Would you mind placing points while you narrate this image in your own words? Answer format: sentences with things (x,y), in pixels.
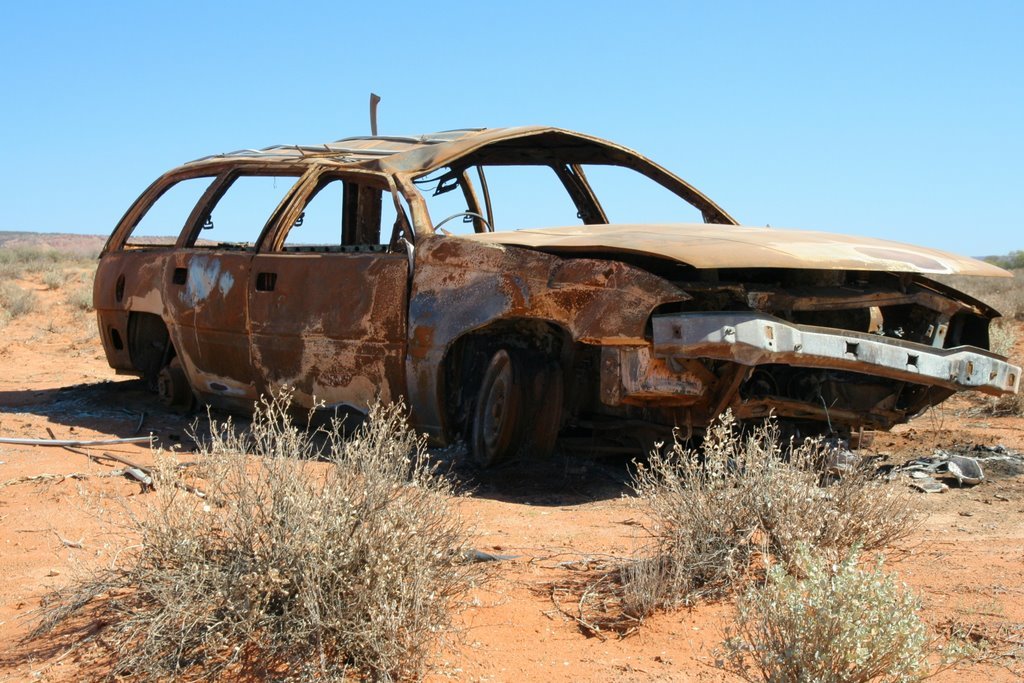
In the image there is a scrapped car (672,273) on a land (542,515) and around that land (552,544) there are some dry plants (324,567).
